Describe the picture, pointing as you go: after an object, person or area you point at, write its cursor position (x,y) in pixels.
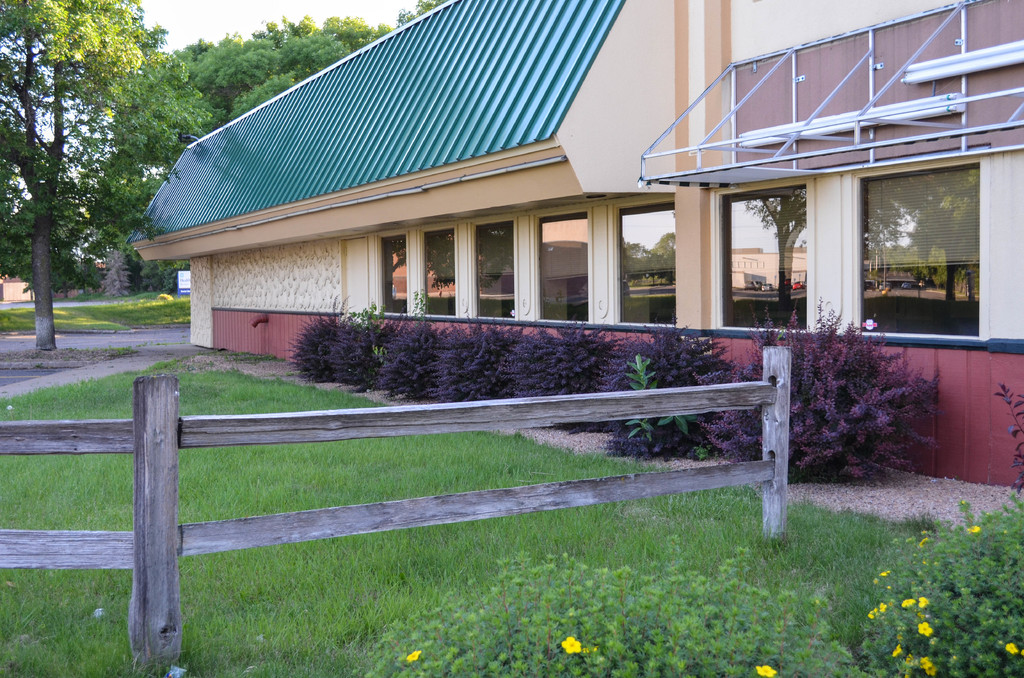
In this image I can see yellow flower plants (807,627). There is a wooden fence (171,377), grass (67,455), plants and a building (321,214) on the right (902,206) which has glass windows (895,256). There are trees (110,128) at the back (110,116).
